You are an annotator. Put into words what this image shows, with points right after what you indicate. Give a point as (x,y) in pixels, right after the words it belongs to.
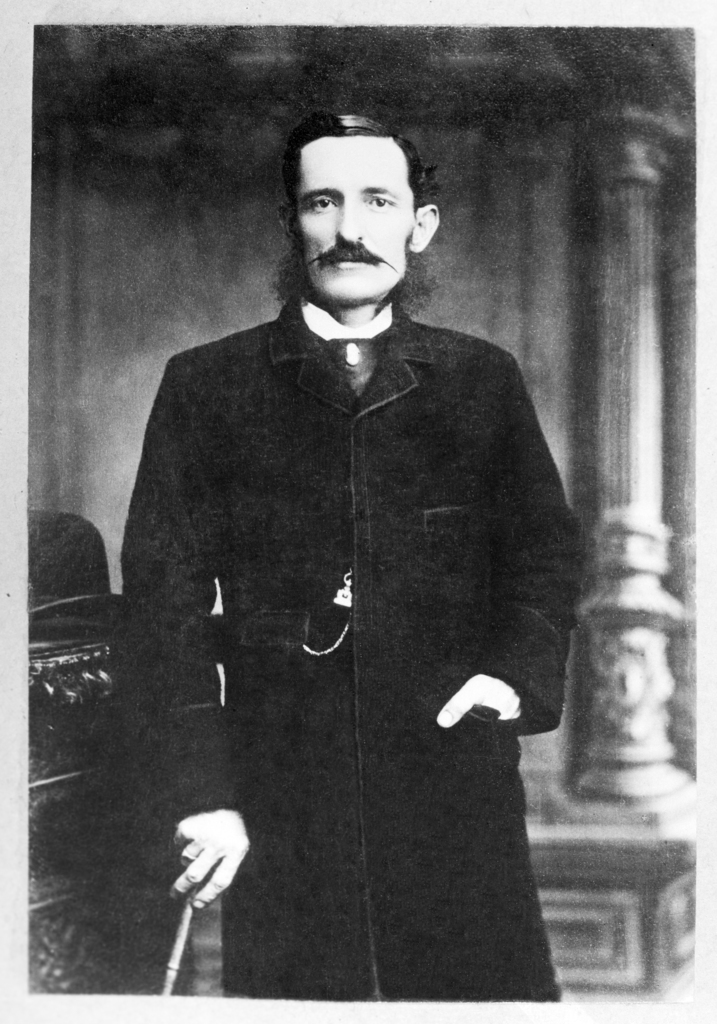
It is a black and white image there is a man (352,427) standing beside an object (96,707) and he is posing for the photo, there is a pillar (635,704) behind the man (468,373).
